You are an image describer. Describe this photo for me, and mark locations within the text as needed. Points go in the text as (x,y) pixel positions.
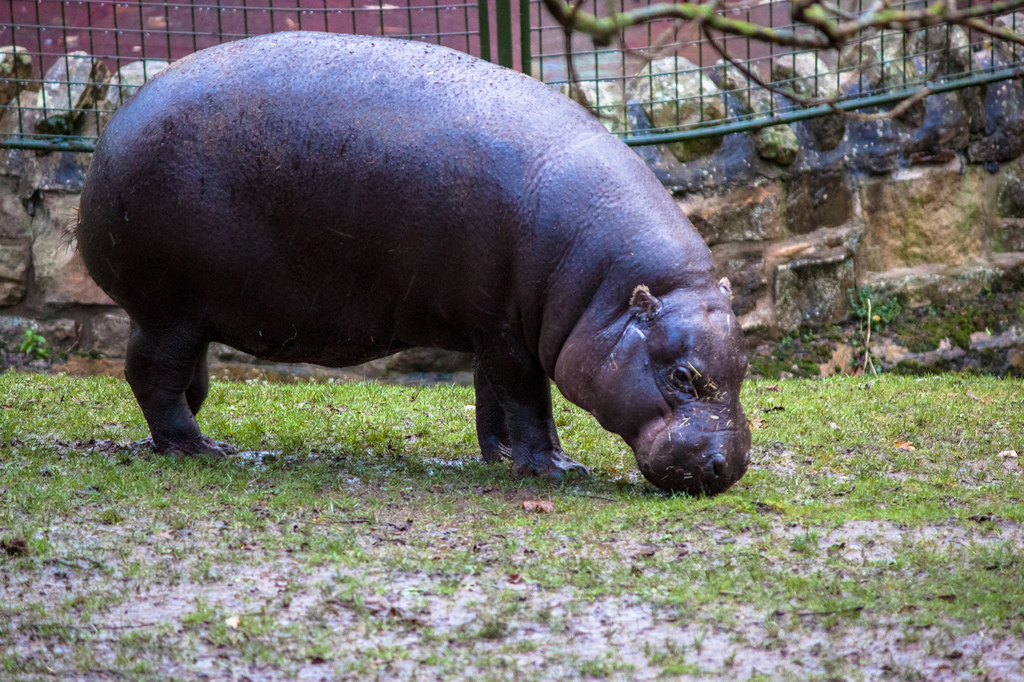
In this picture, we can see an animal (551,460) on the ground (677,533), and we can see the ground (676,519) with grass (676,519), and we can see the wall (993,270), fencing (554,61), and some object (710,37) on top right side of the picture (892,48).
